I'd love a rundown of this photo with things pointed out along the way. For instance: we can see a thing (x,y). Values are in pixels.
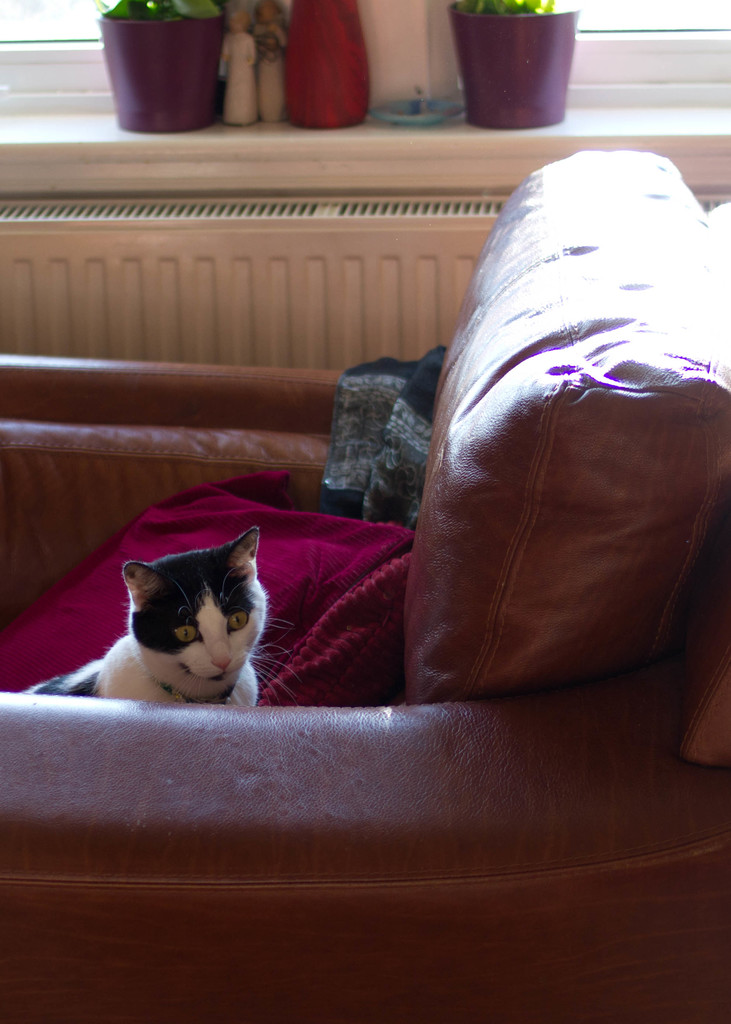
In this image I can see a couch (466,703) which is brown in color and on the couch (385,768) I can see a red colored cushion (344,575) and a cat (187,602) which is white and black in color. In the background (99,6) I can see the window (9,3), few flower pots (493,37) with plants (544,7) in them and few other objects (253,40).
